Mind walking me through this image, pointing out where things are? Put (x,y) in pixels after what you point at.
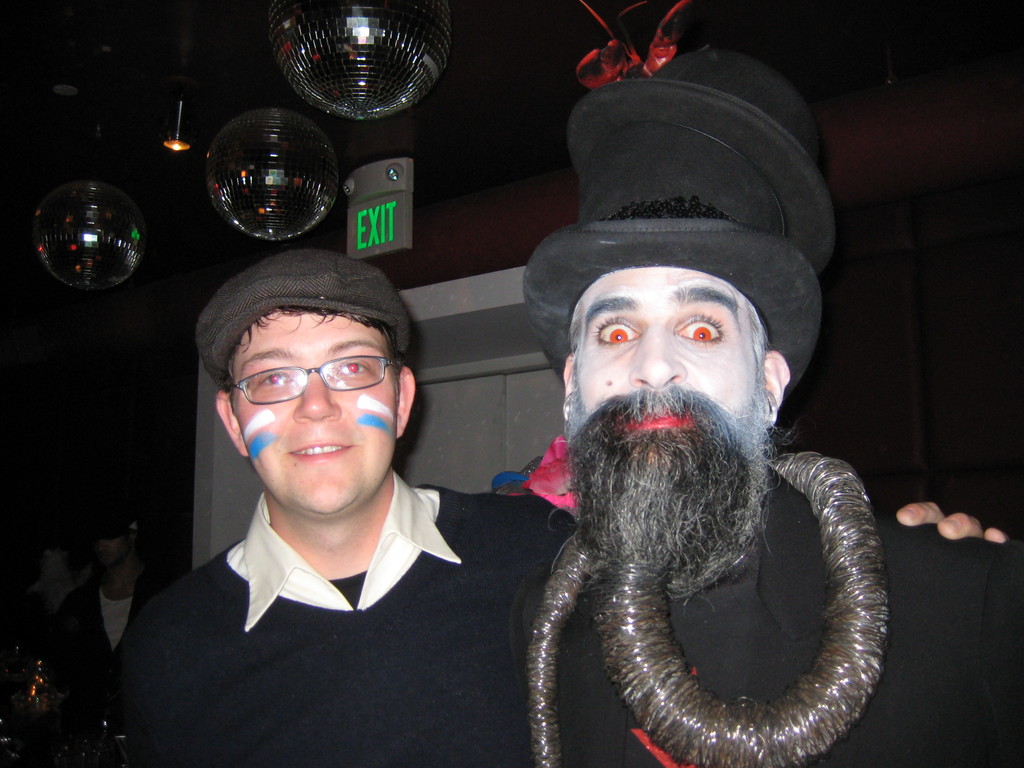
In this image we can see some people (536,578) standing. In that a man (495,690) who has the face painting (605,388) is wearing a hat (380,316). We can also see a door (545,426), wall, a signboard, the disco balls (269,184) and a ceiling light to a roof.
